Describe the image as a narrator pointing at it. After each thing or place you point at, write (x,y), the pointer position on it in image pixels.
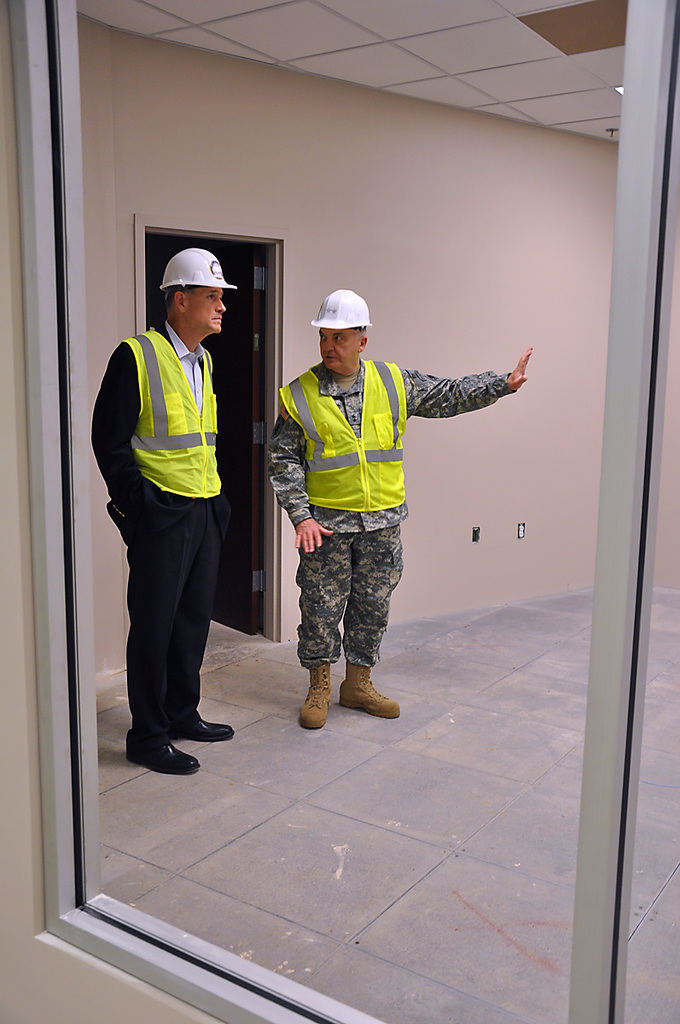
In this picture I can see 2 men (206,417) standing in front (142,454) and they're on the floor (656,861) and I see that both of them are wearing helmets (193,281) and wearing same jackets (303,416). In the background (574,426) I can see the wall (379,213) and a door (262,341). On the top of this picture (365,69) I can see the ceiling (163,18).
